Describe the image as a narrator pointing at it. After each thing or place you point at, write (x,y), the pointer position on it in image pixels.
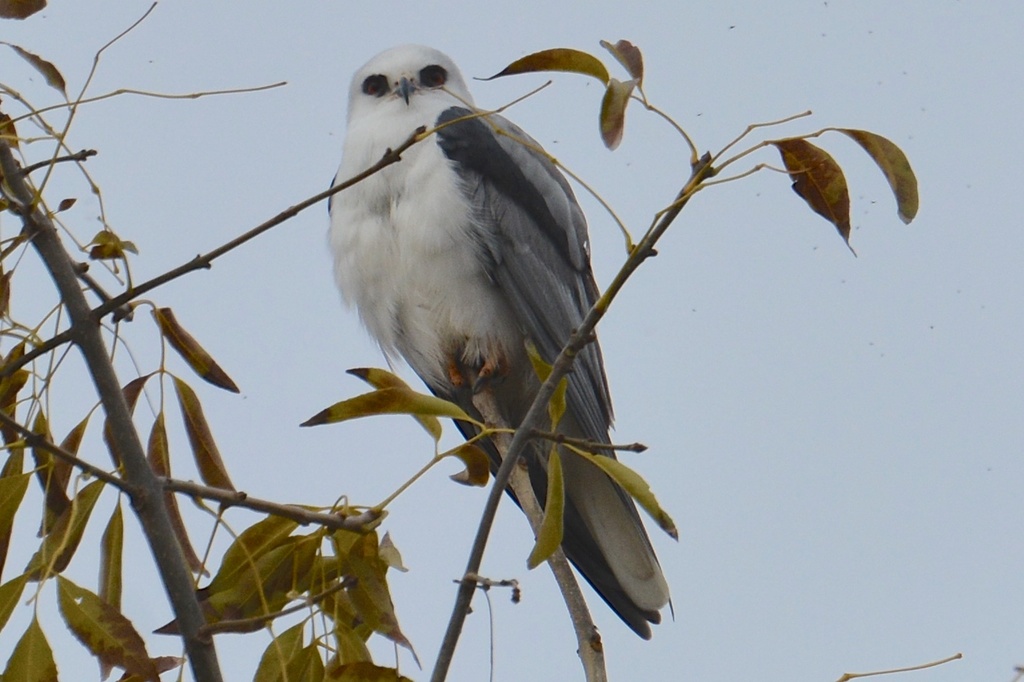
In this picture we can see a bird (455,185) on a branch (589,645). There are a few leaves (70,547) and stems (119,428). We can see the sky (863,121) in the background (850,274).
